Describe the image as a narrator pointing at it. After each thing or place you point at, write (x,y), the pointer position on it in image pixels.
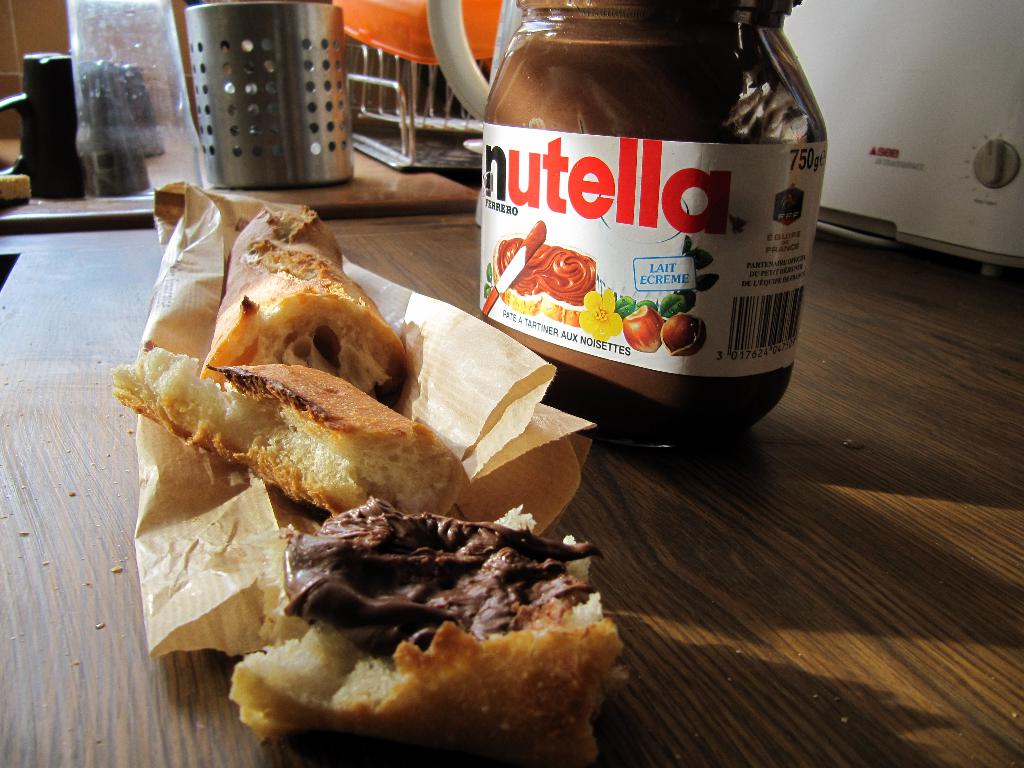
In this image there is a wooden table (130,459), on the table (128,472) there is a glass bottle (568,255), bread pieces (354,506), paper (146,468), in the top left (286,38) there is a steel container (252,55), basket (402,89), glasses (107,122) kept on the table (87,208), in the top right (961,195) there is a machine (930,190).
